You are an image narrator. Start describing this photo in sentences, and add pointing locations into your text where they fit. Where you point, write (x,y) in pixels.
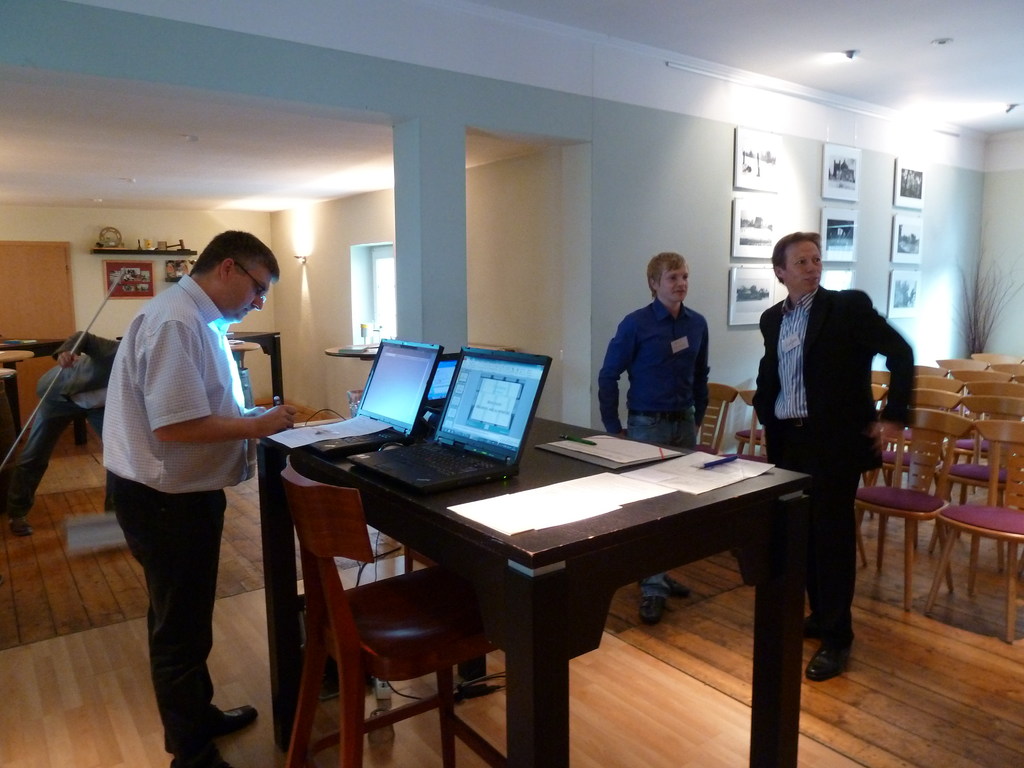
In this image we can see one person (176,555) is standing and he is writing on a paper (376,425) there are three laptops (441,426) on a table (542,468) and one chair (438,581) and more and two people (824,368) are standing the opposite side back of them they are some chairs (958,448) arranged and there is a wall (647,199) there is a photo frames (846,245).
